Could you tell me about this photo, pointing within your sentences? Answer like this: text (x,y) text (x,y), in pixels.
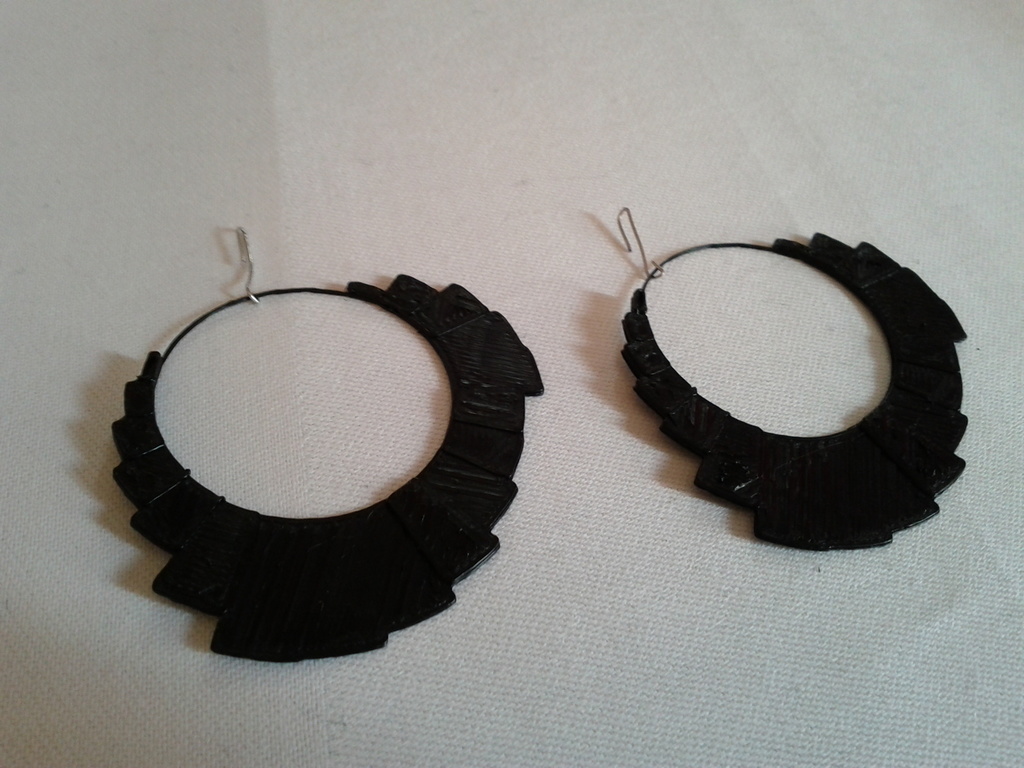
Here we can see earrings (933,442) on a white platform (739,371).
